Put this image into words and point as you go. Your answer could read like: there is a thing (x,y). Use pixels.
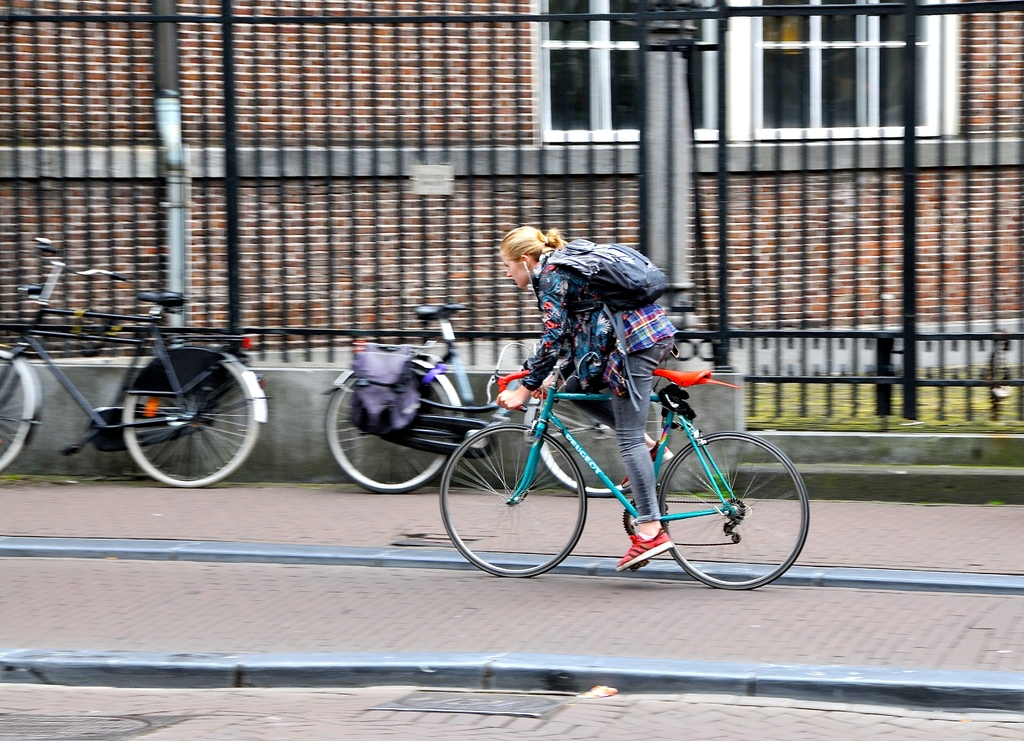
A woman (550,302) is wearing a bag (602,303) and riding a cycle (666,436) through the sidewalk (534,602). In the background (685,152) there are railings (722,125), buildings (405,68), windows (800,98). Two cycles (431,393) are parked near the railings (306,338).
